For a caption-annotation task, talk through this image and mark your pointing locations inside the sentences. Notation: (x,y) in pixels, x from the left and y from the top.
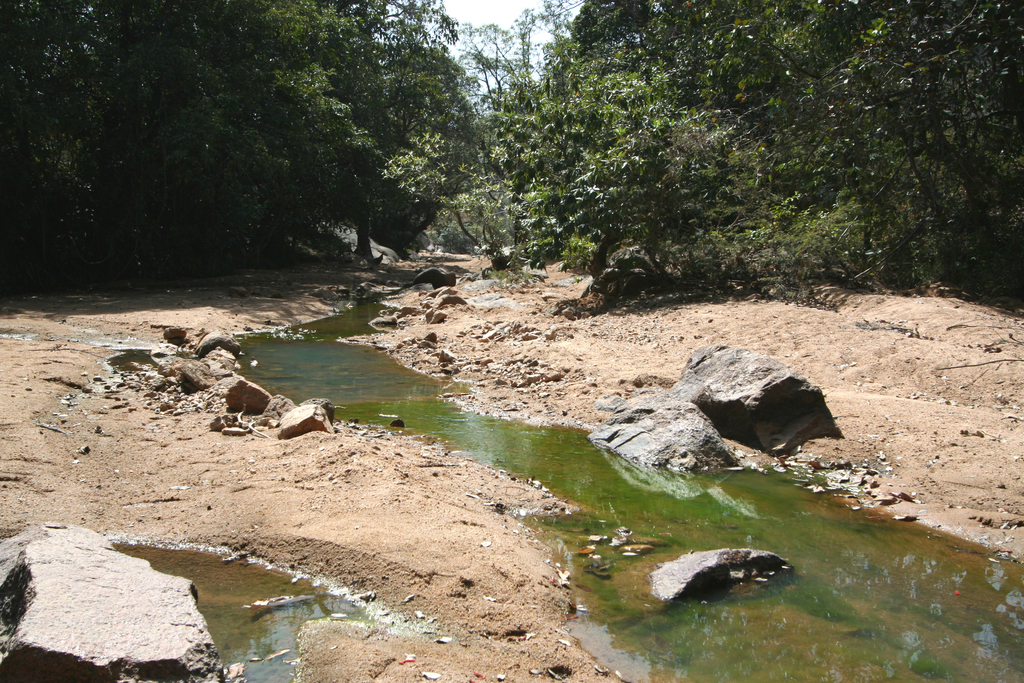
In this image we can see water (263,355), there are some stones (131,616), trees (478,243) and rocks (9,578), in the background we can see the sky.
